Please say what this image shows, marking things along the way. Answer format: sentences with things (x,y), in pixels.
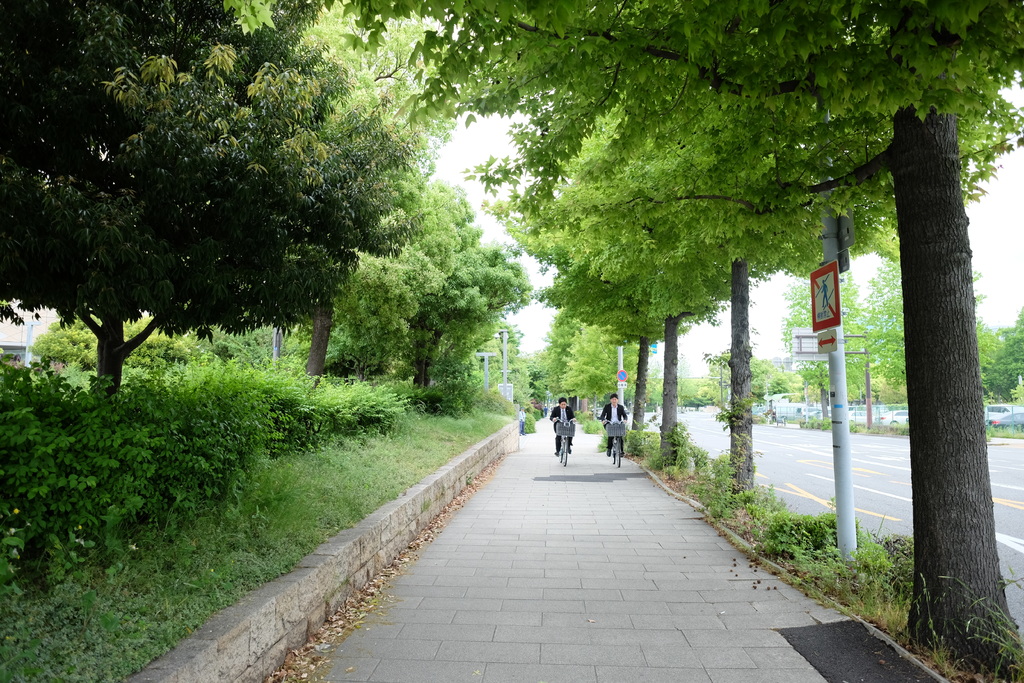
In this image we can see two men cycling on the pathway (693,570). We can also see some plants (895,544), grass (352,523), a group of trees (340,351), the sign boards (812,313), poles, a car (1021,410) and the sky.
